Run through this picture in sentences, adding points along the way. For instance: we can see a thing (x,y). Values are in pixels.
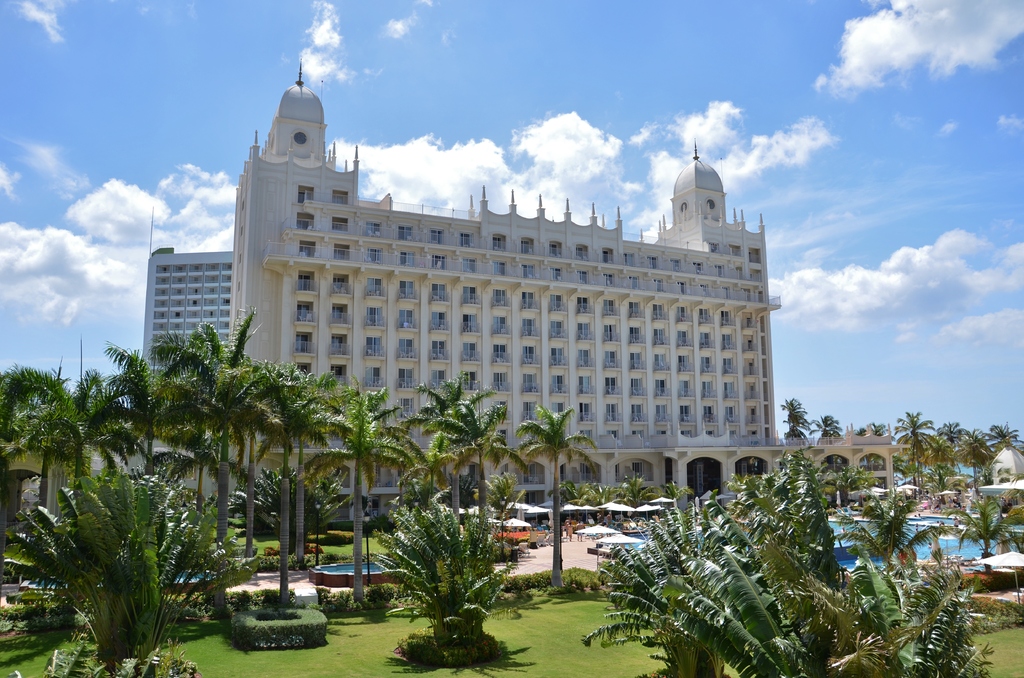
In this image we can see buildings (695,438), trees (215,498), shrubs (501,589), bushes (430,586), parasols (584,531), persons (573,523) standing on the floor (542,554), swimming pool (912,526), ground (609,616), poles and sky (482,179) with clouds (576,179).
